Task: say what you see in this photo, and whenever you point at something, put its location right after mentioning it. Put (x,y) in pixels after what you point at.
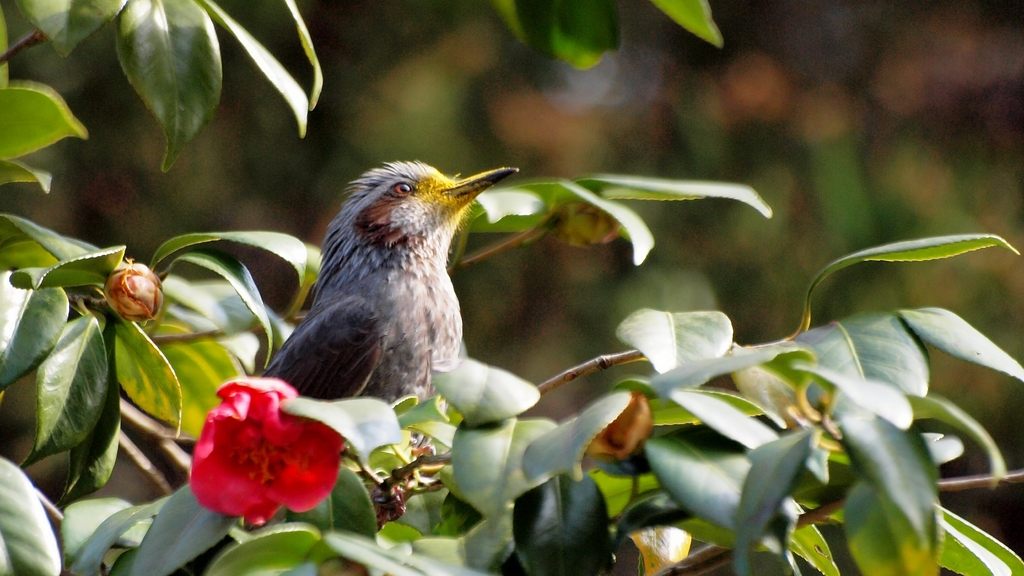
In the image there is a bird (356,336) sitting on a branch (345,455) of a plant (293,415), beside the bird (352,353) there is a pink flower (232,451).
